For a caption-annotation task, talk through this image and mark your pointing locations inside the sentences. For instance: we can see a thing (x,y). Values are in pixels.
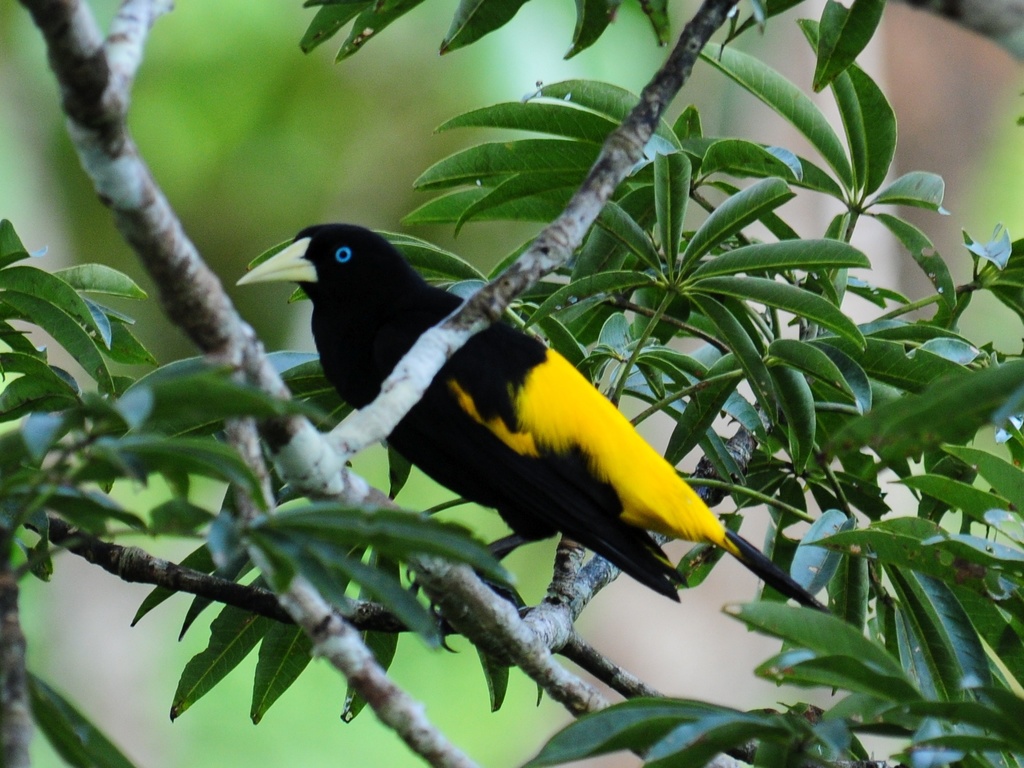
In this picture we can see a bird (361,230) on a branch (450,575) of a tree (304,440) and in the background (661,419) it is blurry.
